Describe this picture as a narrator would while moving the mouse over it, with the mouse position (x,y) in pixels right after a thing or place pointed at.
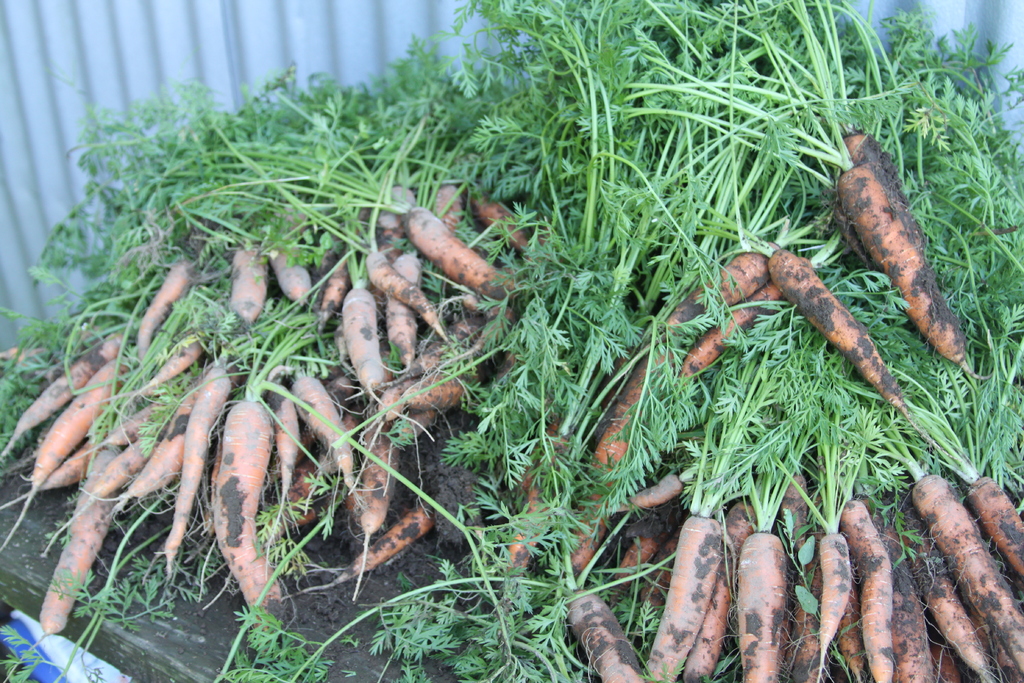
In the center of the picture (598,284) there are carrots (356,332). At the top (208,44) it is wall (965,8).
